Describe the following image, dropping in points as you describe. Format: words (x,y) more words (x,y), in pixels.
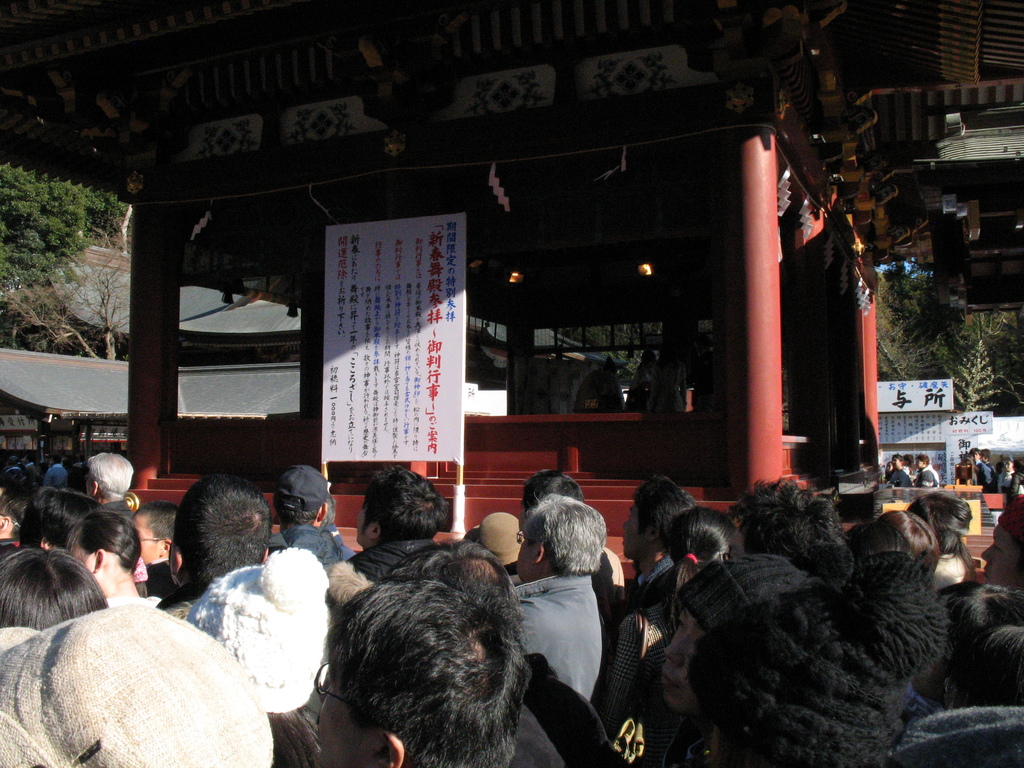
In the picture we can see many people (575,610) are standing under the shed (0,140) near the counter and a board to it with some information in it, and out of the shed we can see a wall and behind it we can see trees (72,243) and on the other side also we can see a wall (920,450) and trees (970,387).
